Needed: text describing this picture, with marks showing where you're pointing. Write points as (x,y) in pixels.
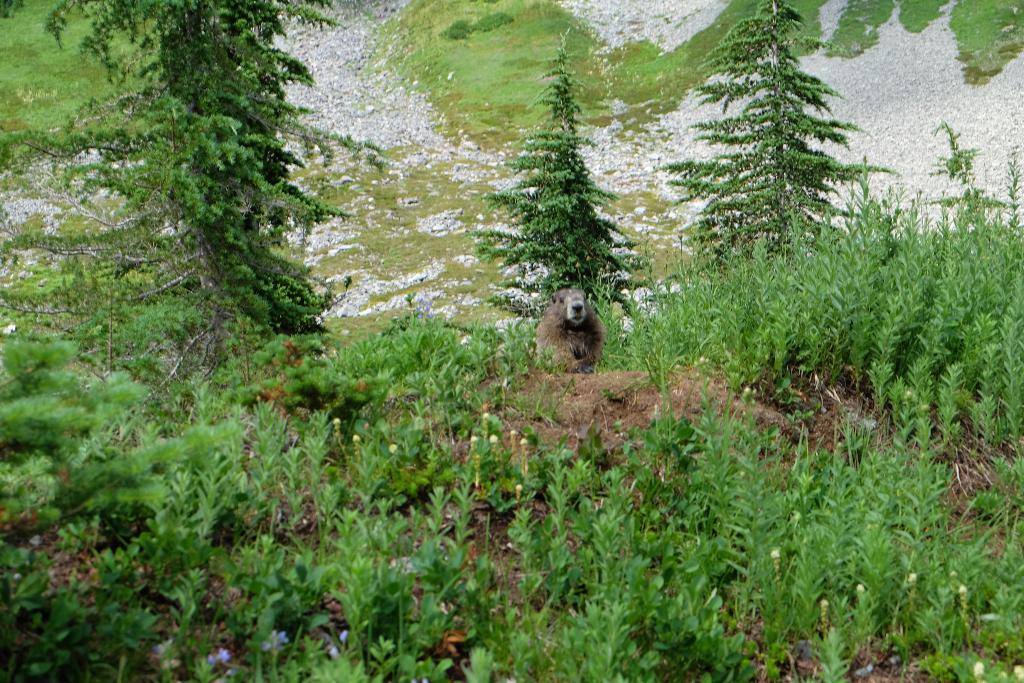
This is an outside view. Here I can see few plants (193,407), trees (571,212) and stones (889,119) on the ground (594,403). In the middle of the image (561,335) I can see an animal (563,319) on the ground (553,391).
